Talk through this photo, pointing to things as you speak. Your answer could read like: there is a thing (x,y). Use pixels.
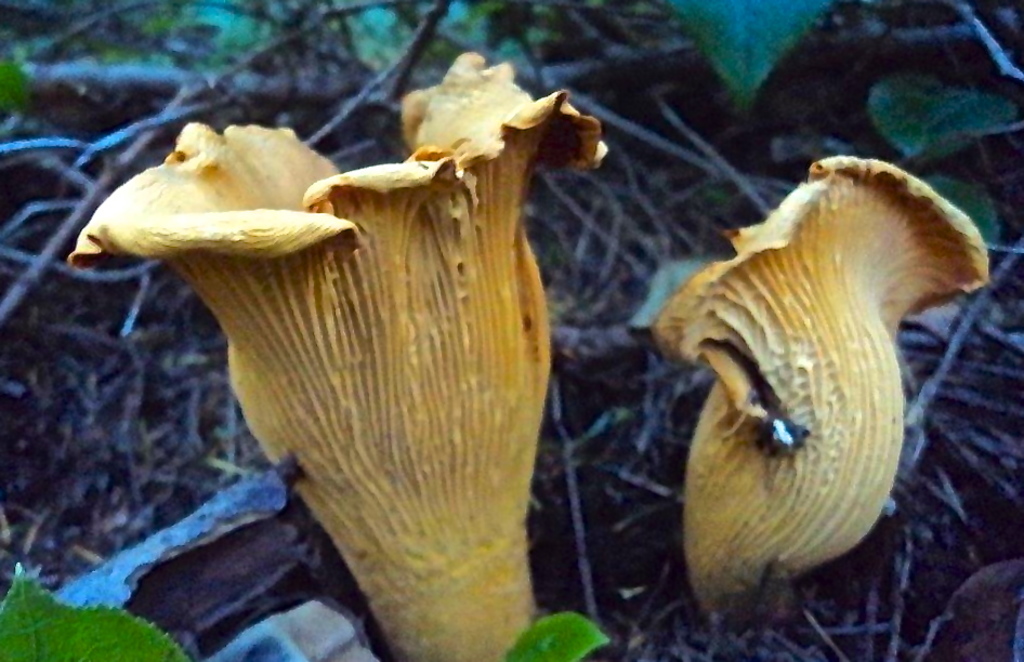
In this image we can see mushrooms (519,496). Also there are leaves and sticks (56,137).
